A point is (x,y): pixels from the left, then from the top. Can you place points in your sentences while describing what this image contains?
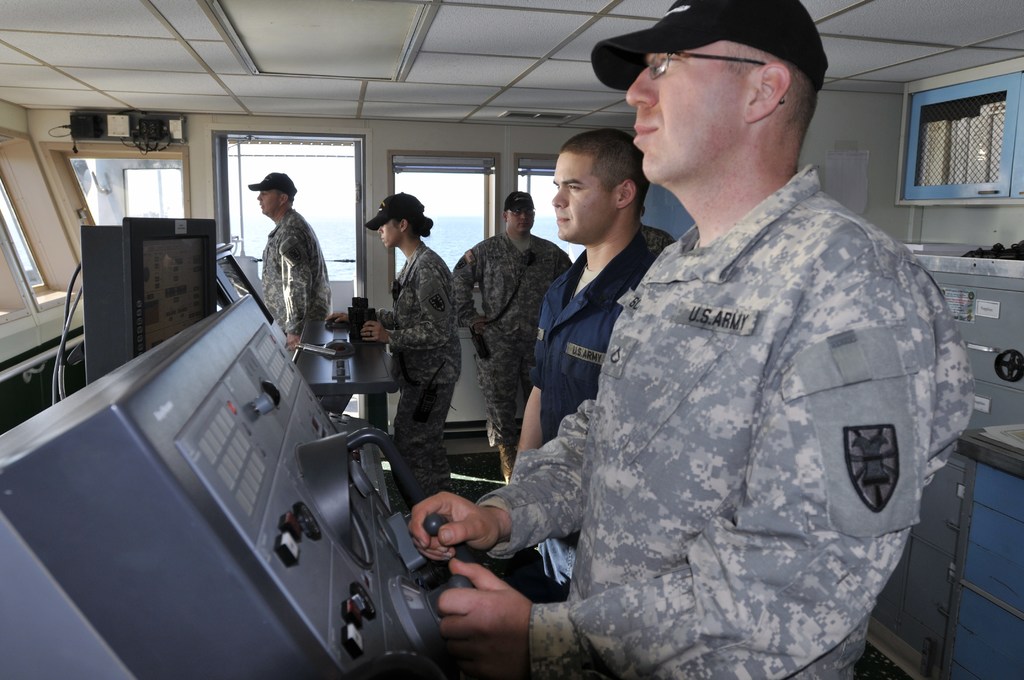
In this image there are people (518,367) standing in a room (280,520), two people (588,526) are operating machines (250,353), in the background (57,227) there is a wall (534,127) for that wall (509,180) there is a door (250,199) and windows (436,190), at the top (454,115) there is a ceiling (98,57) and lights (323,27).
